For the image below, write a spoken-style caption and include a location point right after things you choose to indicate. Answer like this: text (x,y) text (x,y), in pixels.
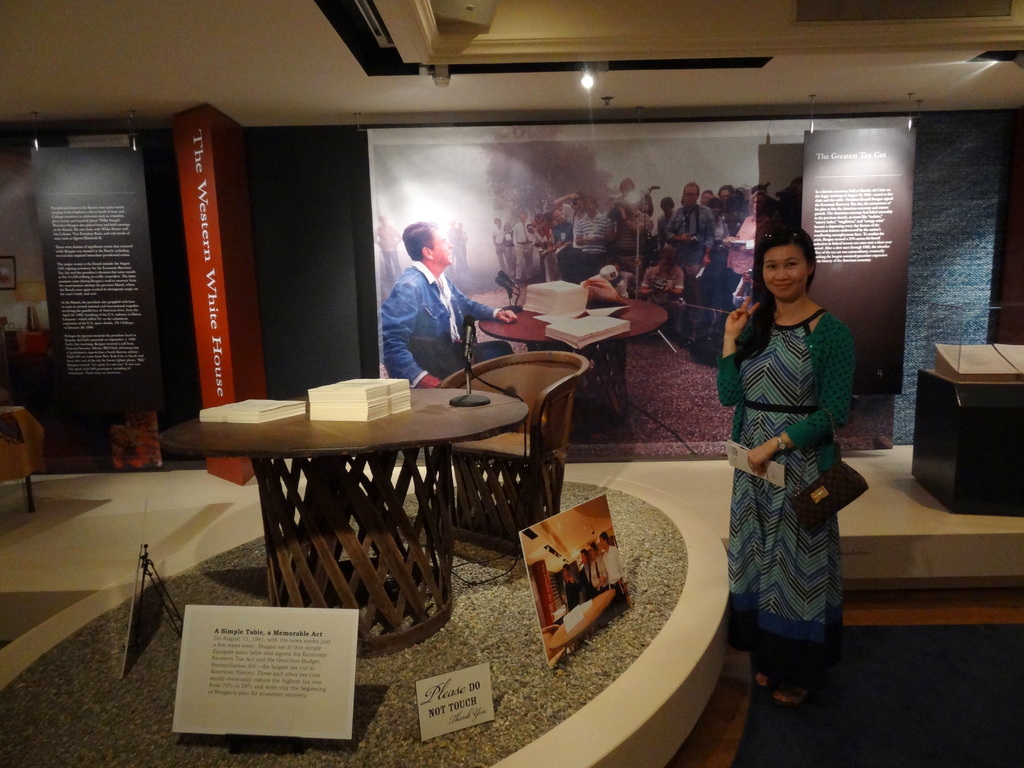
In the picture I can see a woman (792,540) is standing on the floor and holding some object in the hand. In the background (373,468) I can see a table (356,472) which has some objects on it, lights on the ceiling (621,100), banners (214,320) which has something written on them and some other objects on the floor (640,605). In the background (541,295) I can see a banner (529,324) which has photos (495,279) of people (581,275), a table (564,347) and some other objects (577,305).
